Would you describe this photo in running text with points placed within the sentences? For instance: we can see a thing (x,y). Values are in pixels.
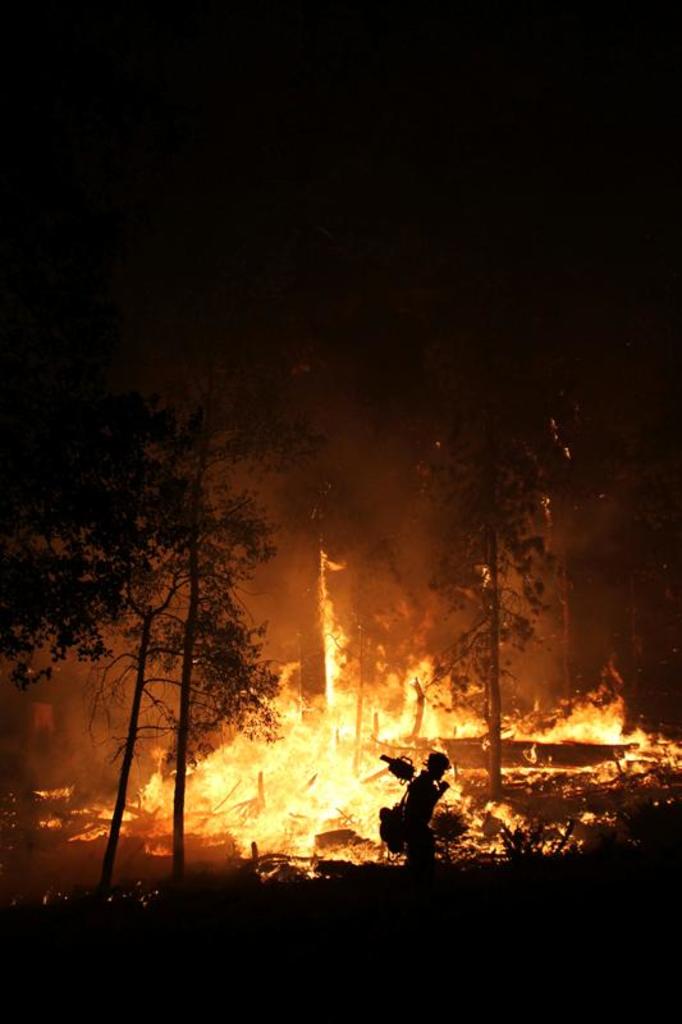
In this image there is a person (416,821) carrying a bag (397,847). There are trees (43,487). Behind there is fire (314,706).
